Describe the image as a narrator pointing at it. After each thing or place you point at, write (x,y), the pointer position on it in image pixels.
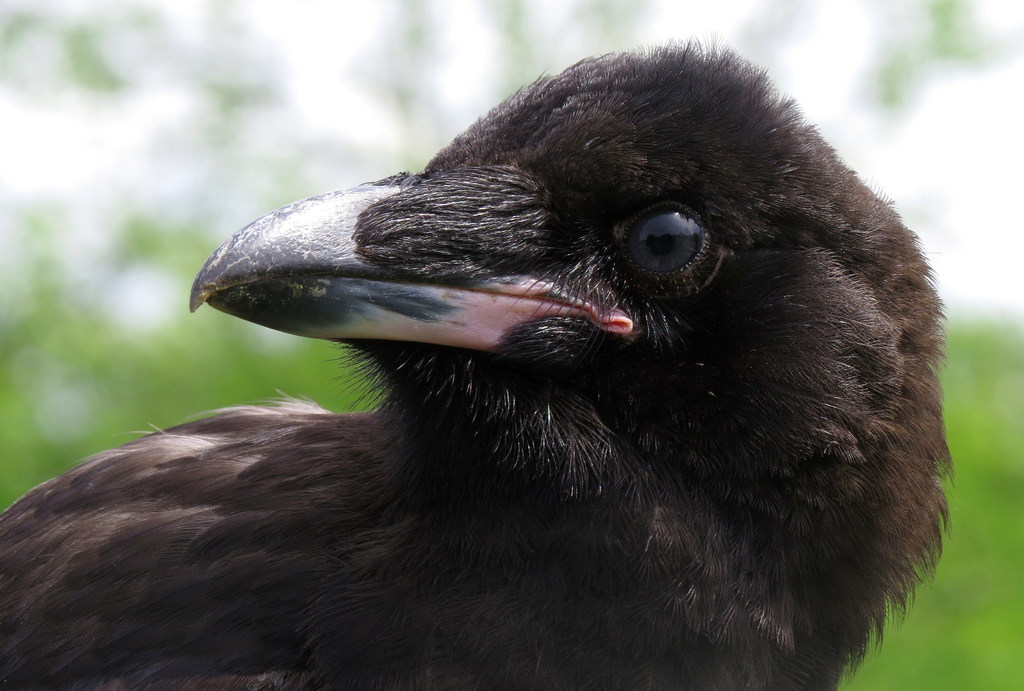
In this image we can see a bird (500,457) and the background (337,382) is blurred.
